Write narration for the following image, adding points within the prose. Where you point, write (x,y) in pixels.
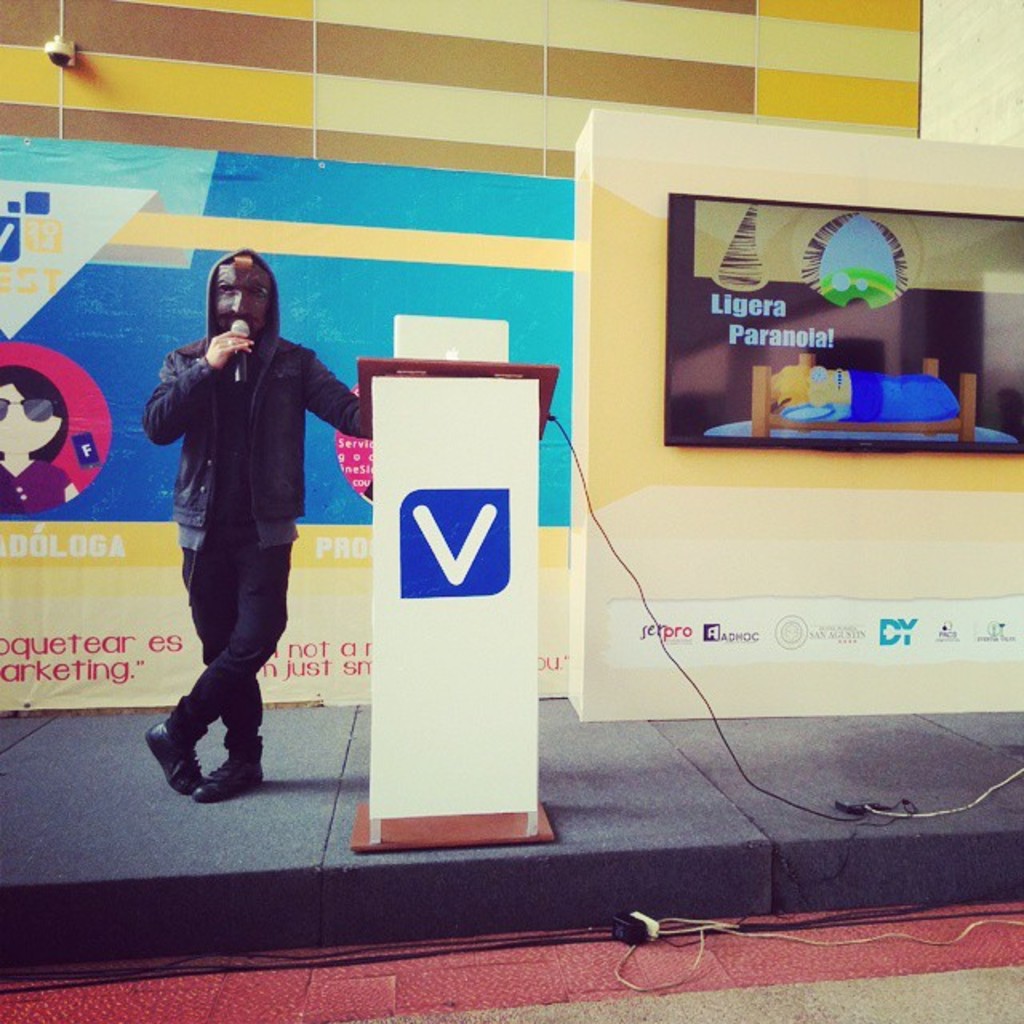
In this image I can see a person (212,428) is standing. I can see that person (184,431) is wearing jacket (196,425), black jeans (245,616), shoes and a mask (229,312). I can also see this person (242,387) is holding a mic (237,355). Here I can see a white podium (438,565) and on it I can see a laptop (446,331). I can also see something is written in background (775,639).
